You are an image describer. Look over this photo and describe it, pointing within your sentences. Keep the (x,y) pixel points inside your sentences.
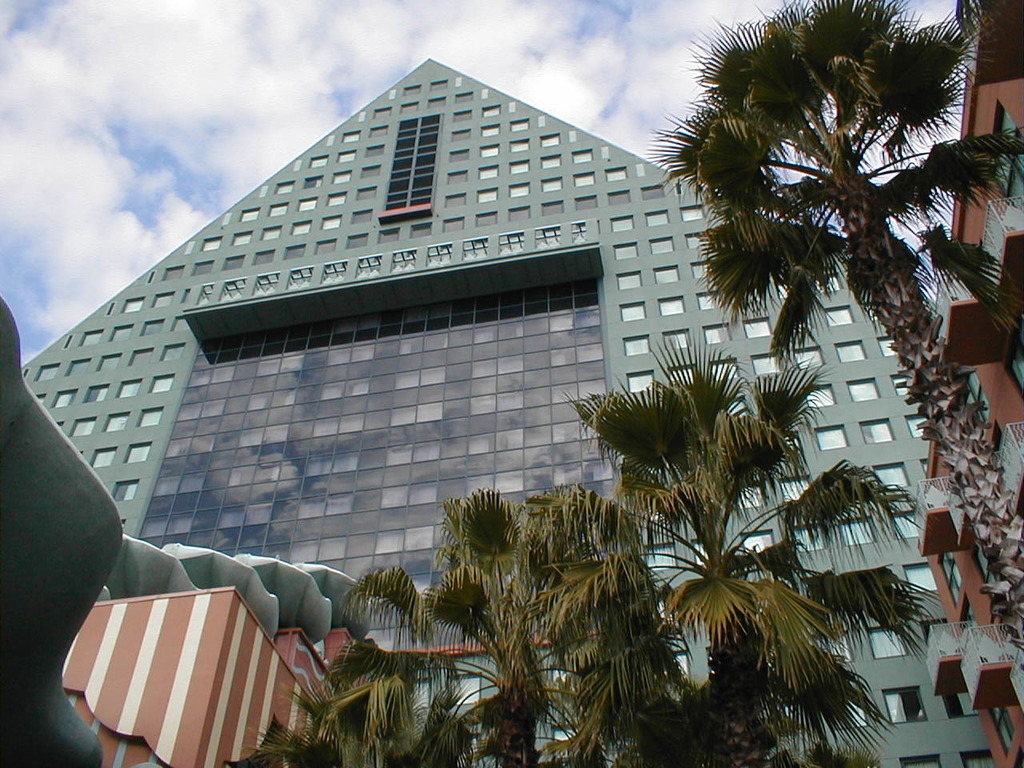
We can see buildings (847,314), trees (669,522), railings (967,627) and windows (228,411). In the background (213,26) we can see sky (520,77) with clouds (520,77).
